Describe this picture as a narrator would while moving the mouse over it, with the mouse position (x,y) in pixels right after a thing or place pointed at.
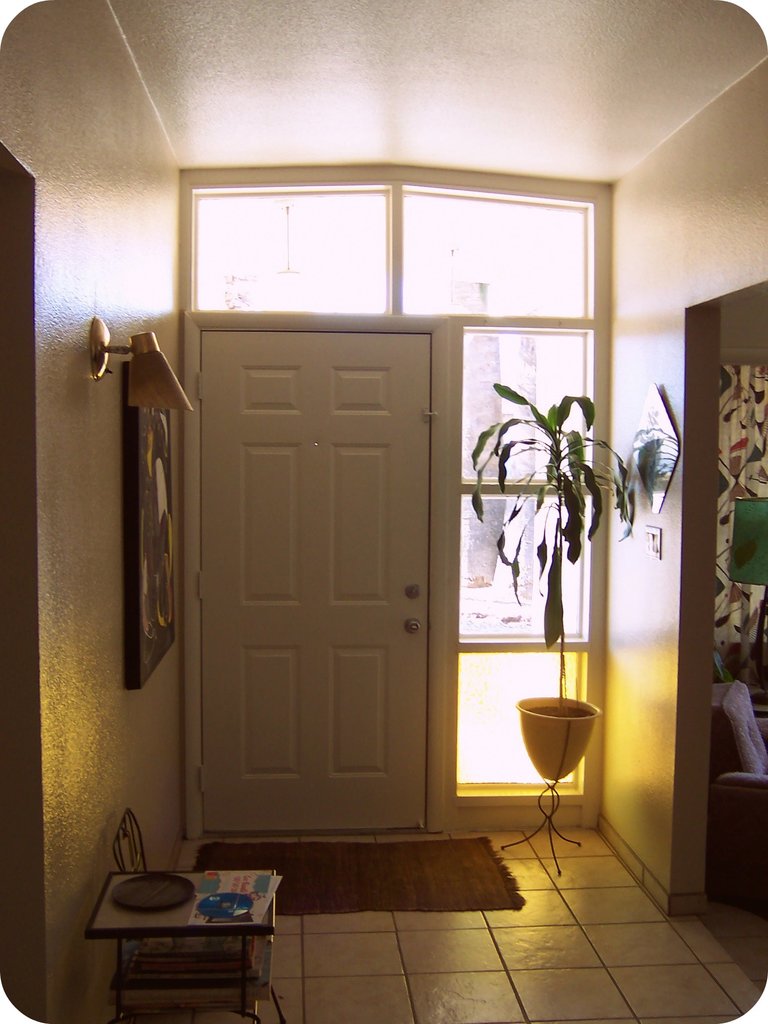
In this image I can see the floor (253,839), the floor mat (340,859), the wall (135,746), a photo frame (143,564) and a light (97,366) to the wall (73,330), a table (138,845) with few objects (174,893) on it, a flower pot (579,746) with a plant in it and a door (317,510). I can see the ceiling (517,47) and the curtain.
